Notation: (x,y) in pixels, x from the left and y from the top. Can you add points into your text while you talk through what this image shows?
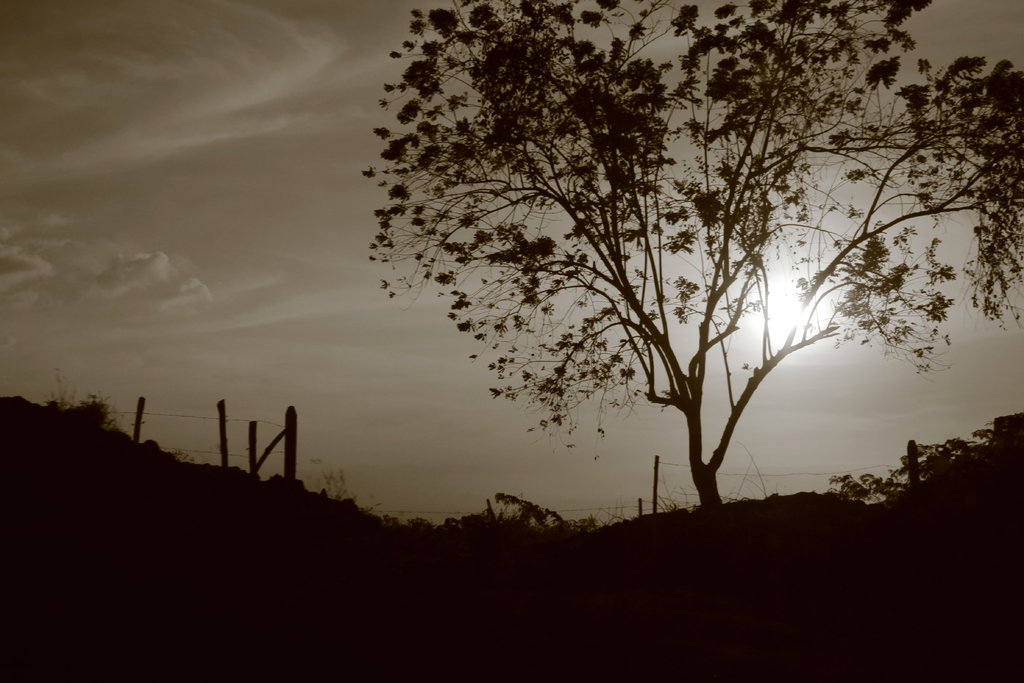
At the bottom of this image (407,599) I can see the ground (730,618), plants (890,480) and a barbed wire fence (224,423) in the dark. On the right side (711,81) there is a tree (707,467). In the background (321,238), I can see the sky (263,242) along with the clouds (186,296) and Sun (771,311).
